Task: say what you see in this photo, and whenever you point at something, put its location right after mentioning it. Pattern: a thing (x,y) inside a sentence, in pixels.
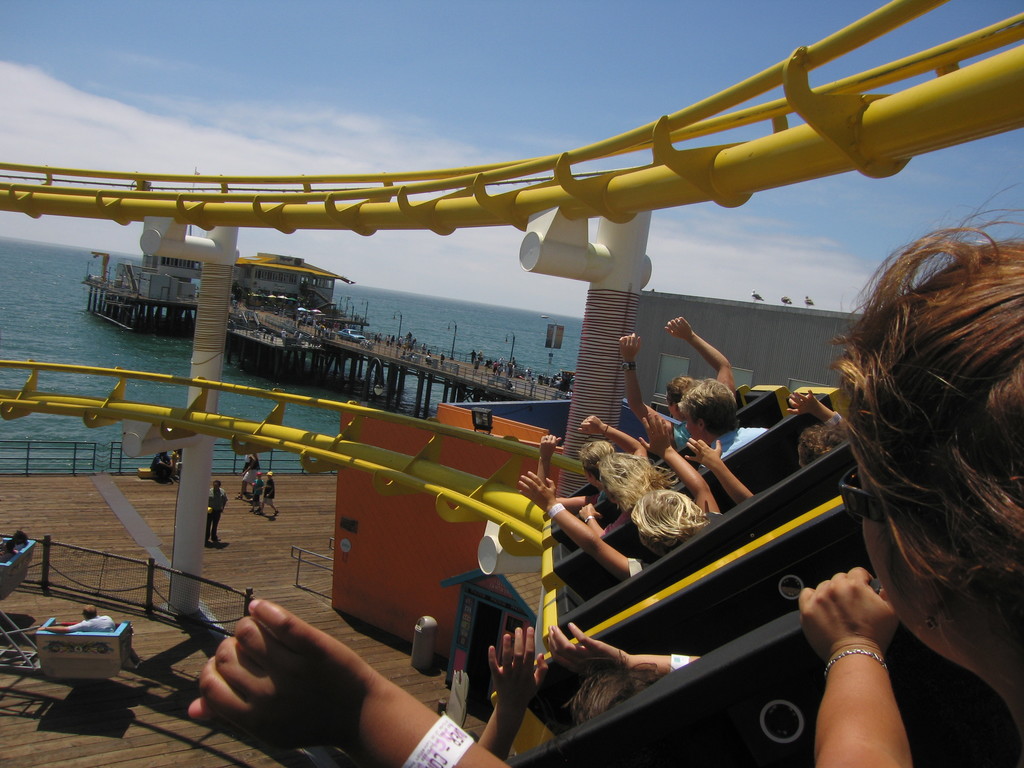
This image consists of many people (288,708). It looks like a roller coaster (639,589). The track (114,198) is in yellow color. And it is clicked near the ocean (58,418). In the front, we can see a building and a bridge (279,334) made up of wood (325,357). At the bottom (92,589), there is a fencing (216,621). At the top (370,124), there are clouds (427,131) in the sky (420,147). In the background (113,433), there is water (9,379).
